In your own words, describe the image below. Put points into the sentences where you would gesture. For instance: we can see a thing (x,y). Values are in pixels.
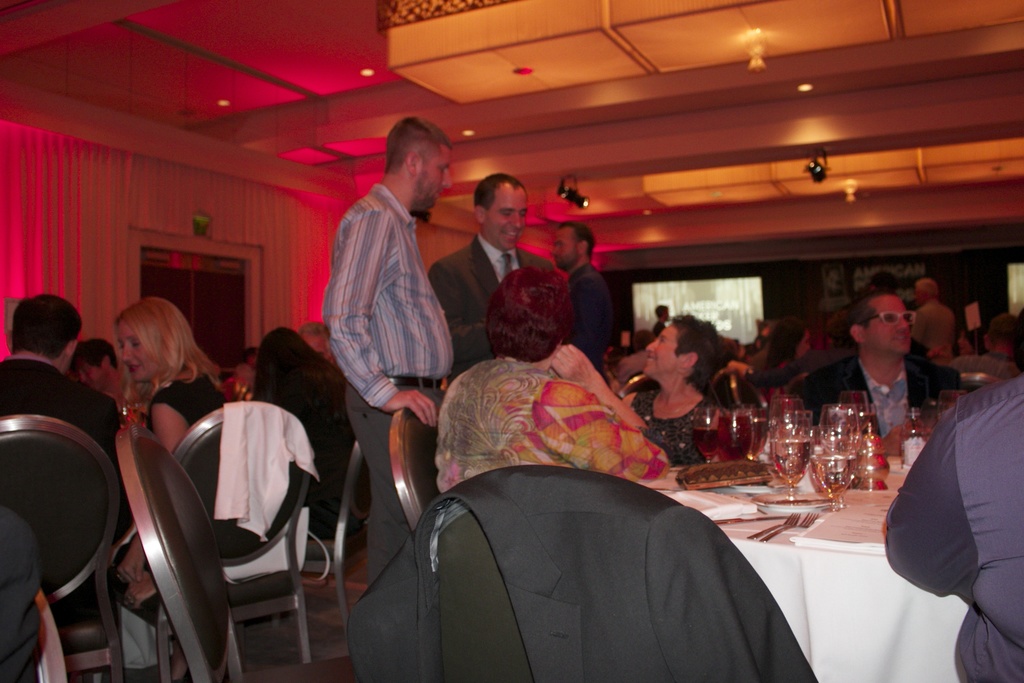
It is a closed picture and so many people (287,406) are sitting on the chairs (211,441) and in front of their tables (652,485) and at the right corner of the picture (839,522) there is a table (785,536) where number of glasses (728,437) and forks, tissues (740,514) are present on it and one woman (548,461) is wearing a dress (537,437), behind her there is a chair (479,584) and in front of her there are three people (461,293) standing and behind the people (397,304) there is a big wall (253,219) in red colour and a door (193,258) and there is a big screen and some text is written on the screen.
